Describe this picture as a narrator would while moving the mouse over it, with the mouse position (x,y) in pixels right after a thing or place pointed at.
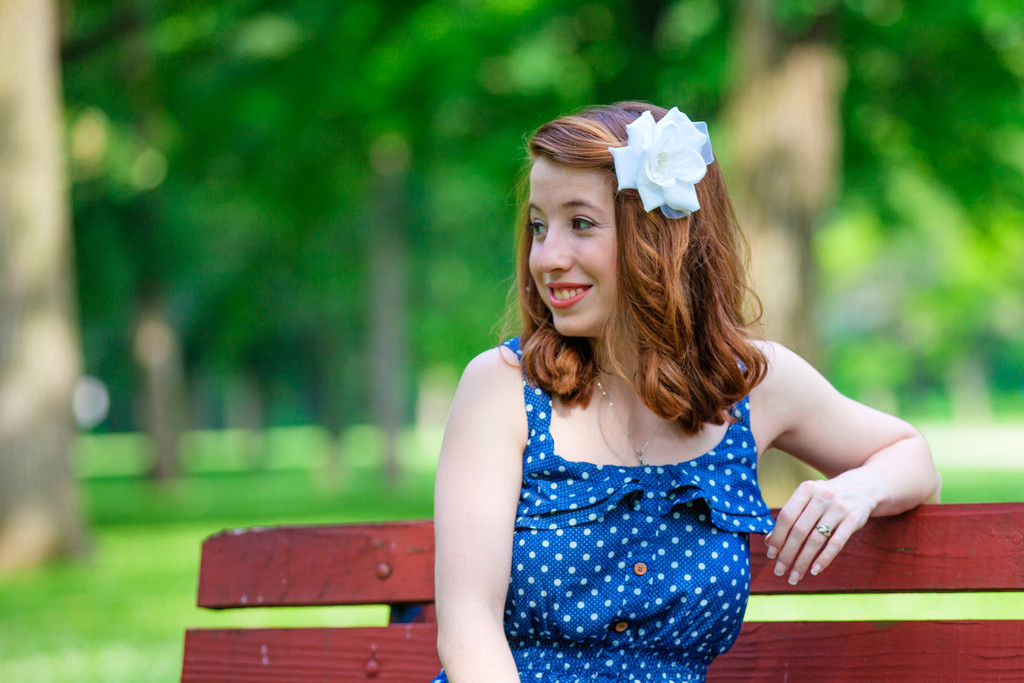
This picture might be taken inside a garden (915,126). In this image, in the middle (527,455), we can see a woman (593,419) wearing a blue color dress (623,487) and she is also sitting on the bench (873,529). In the background (260,158), we can see some trees (729,110).
